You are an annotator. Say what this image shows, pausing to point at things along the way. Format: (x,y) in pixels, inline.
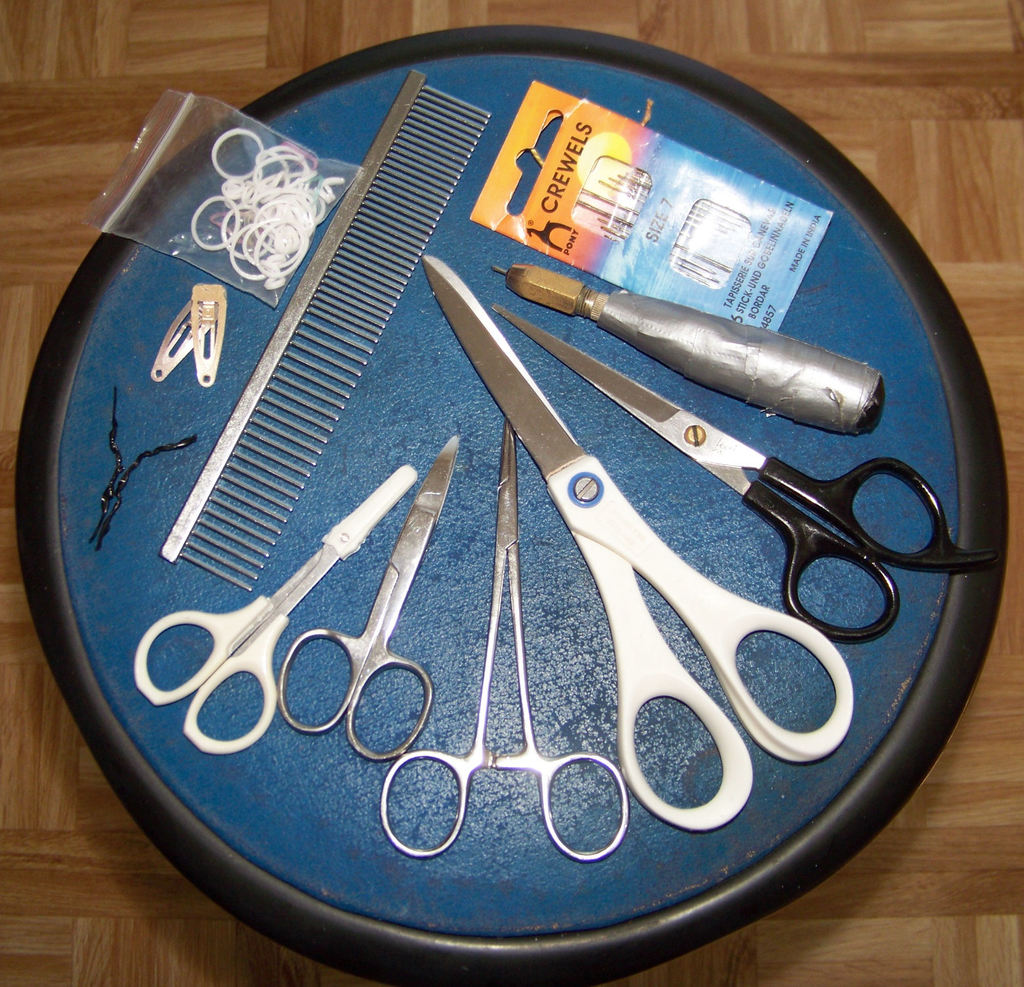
In this image there are scissors (540,459), pins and some tools (688,363) placed on the tray (786,824). At the bottom (59,833) we can see a wooden surface (959,898).
